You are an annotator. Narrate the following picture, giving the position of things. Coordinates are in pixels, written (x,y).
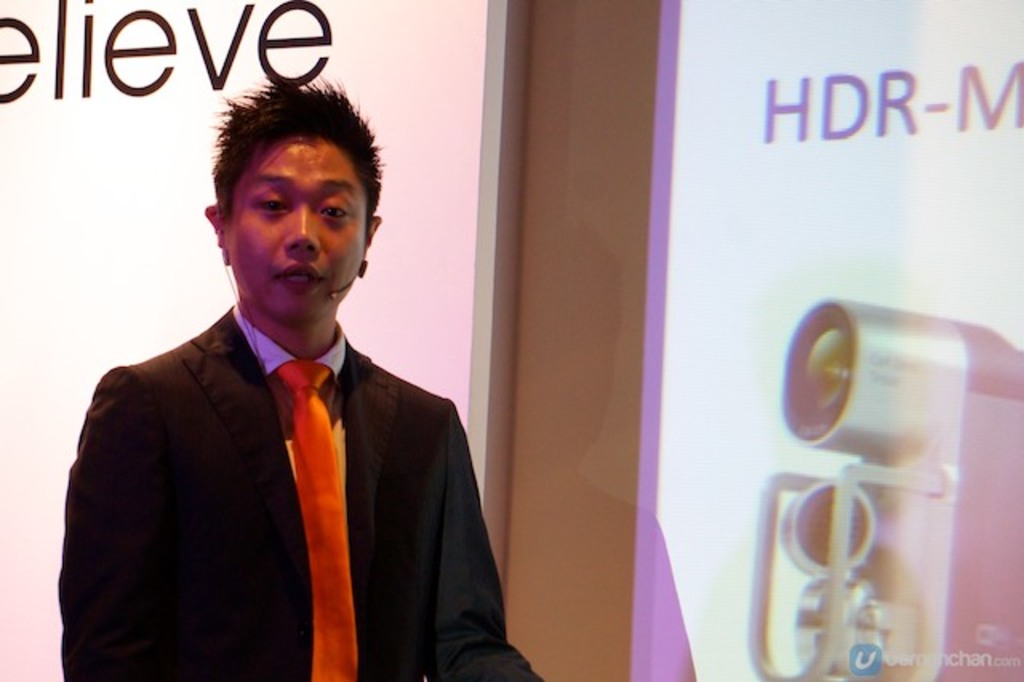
In this picture we can see a person (307,439) wore orange color tie (307,445), black color blazer (176,446) and talking on the mic (339,294) and right to him is a screen (913,171) and in that screen (687,368) we can see camera (838,597) and back of him is a wall (75,167).
